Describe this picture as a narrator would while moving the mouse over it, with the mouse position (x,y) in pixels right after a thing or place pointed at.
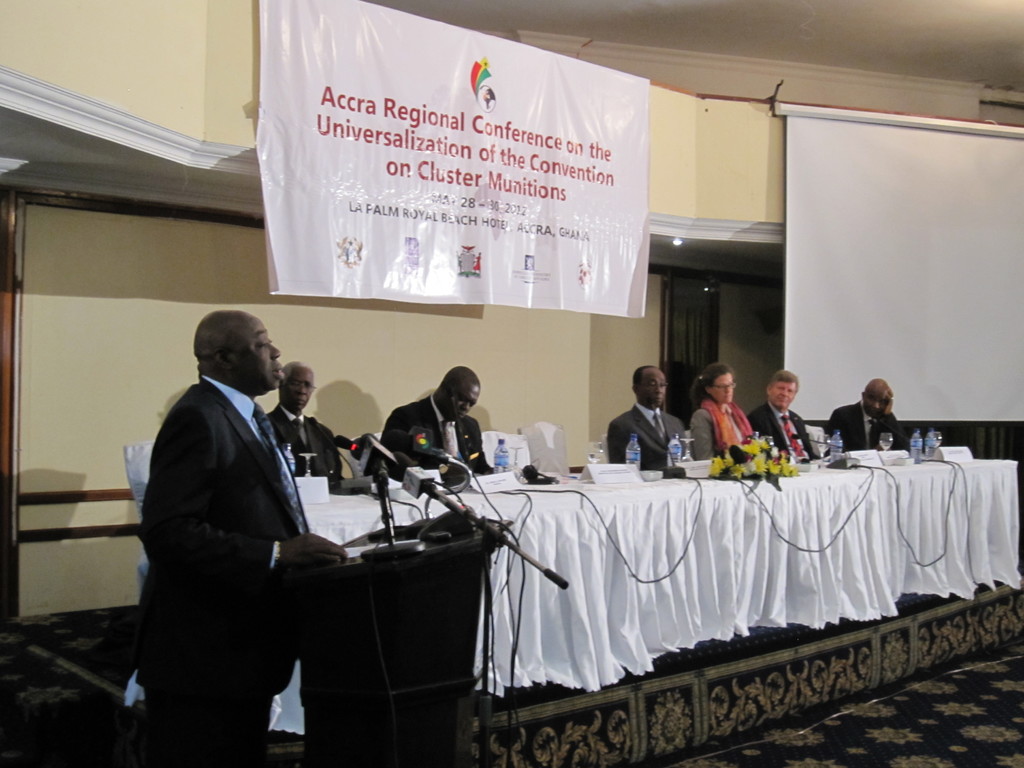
On the left (260,572) there is a man (240,531) standing at the podium (310,623) and on the podium (340,625) we can see mike's (421,486). In the background (458,415) we can see six persons (442,426) sitting on the chairs (546,448) at the table (601,484). On the table (578,485) we can see water bottles (505,457), glasses (684,461), cable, flower bouquet (770,449) and some other items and there is a banner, screen (896,210), wall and lights (708,289).
